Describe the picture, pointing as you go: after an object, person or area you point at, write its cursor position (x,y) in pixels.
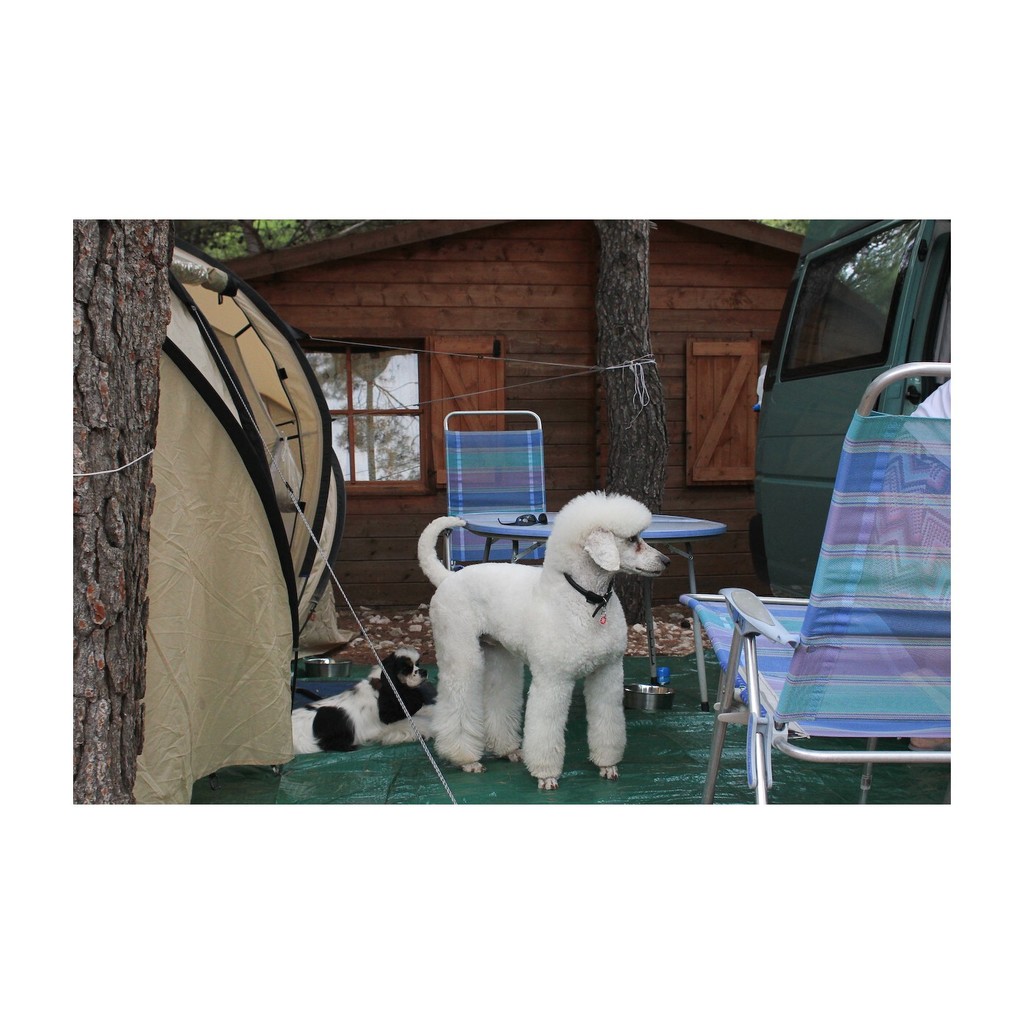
On the left side of the image (98,373) there is a tree trunk (101,524). Beside the trunk (158,361) there is a dog (625,536) standing and there is another dog (411,668) lying on the floor (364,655). Beside the dog (503,618) there is a chair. Beside the chair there is a van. Behind the dog (606,539) there is a table (494,520) with goggles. Behind the table (512,514) there is a chair (474,502). In the background (497,266) there is a house (533,334) with wall (411,313), window (389,428) and tree trunk (630,408).
